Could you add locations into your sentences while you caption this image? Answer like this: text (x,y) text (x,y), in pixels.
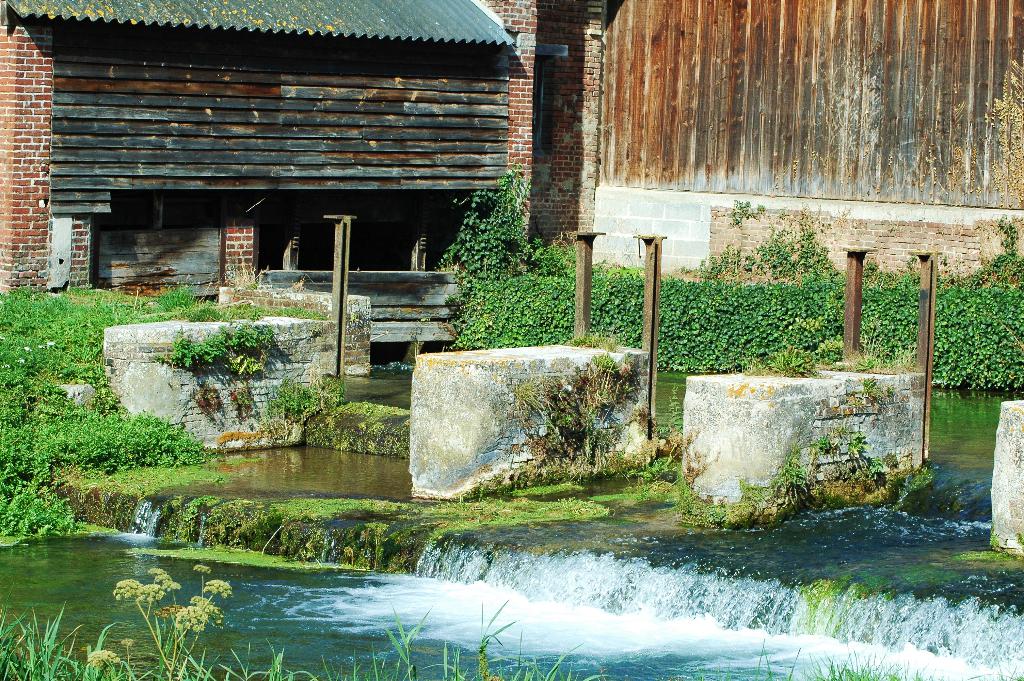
In the bottom of the image (362,482) there is water (776,634). There are plants (883,302). In the background of the image (563,218) there is wall (28,63).
